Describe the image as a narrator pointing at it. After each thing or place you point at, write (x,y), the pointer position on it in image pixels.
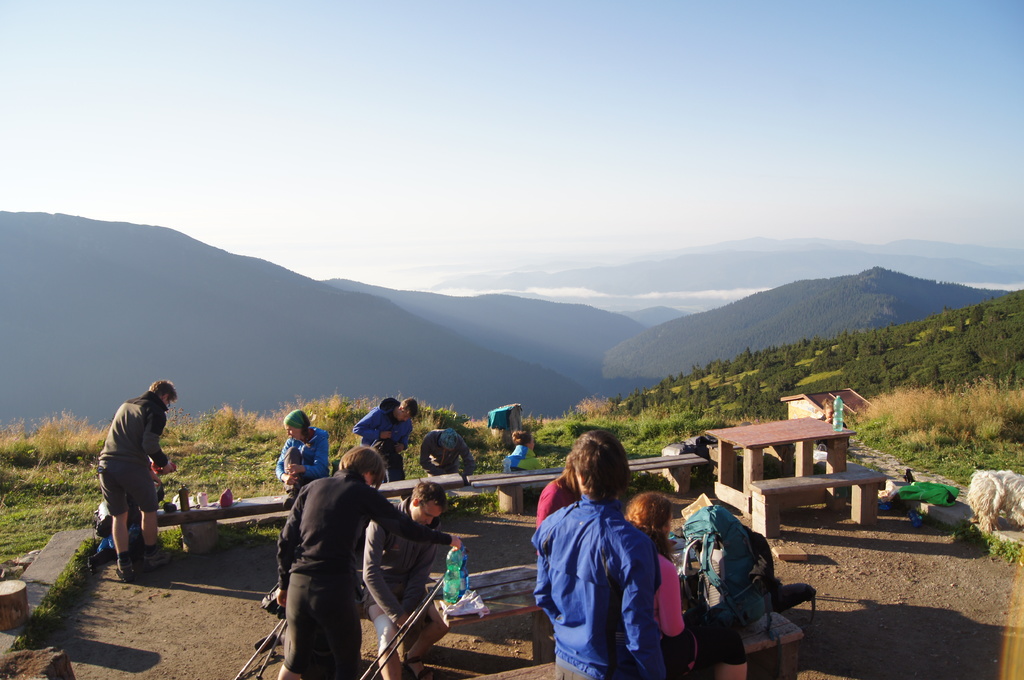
In this picture we can see groups of people (339,523), benches (652,468), bottles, sticks (436,594) and some objects (448,608). Behind the people (387,534), there are hills (633,354), grass (557,441) and the sky (292,83).
